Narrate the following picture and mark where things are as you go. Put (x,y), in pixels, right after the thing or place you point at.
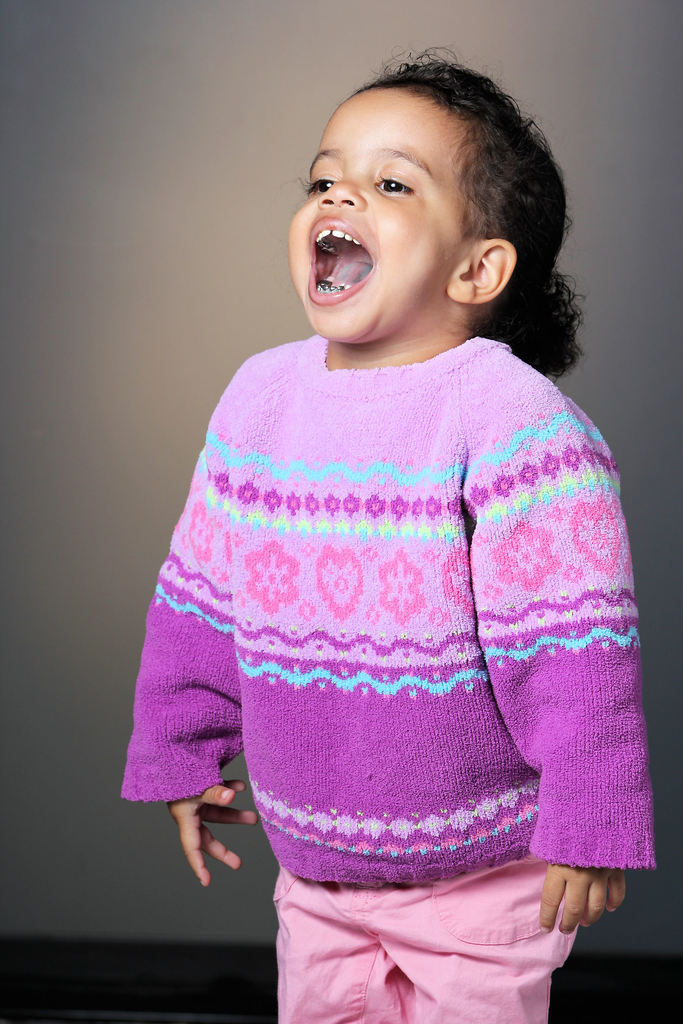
In this image in the center (419,619) there is a kid (410,649) standing and smiling.
